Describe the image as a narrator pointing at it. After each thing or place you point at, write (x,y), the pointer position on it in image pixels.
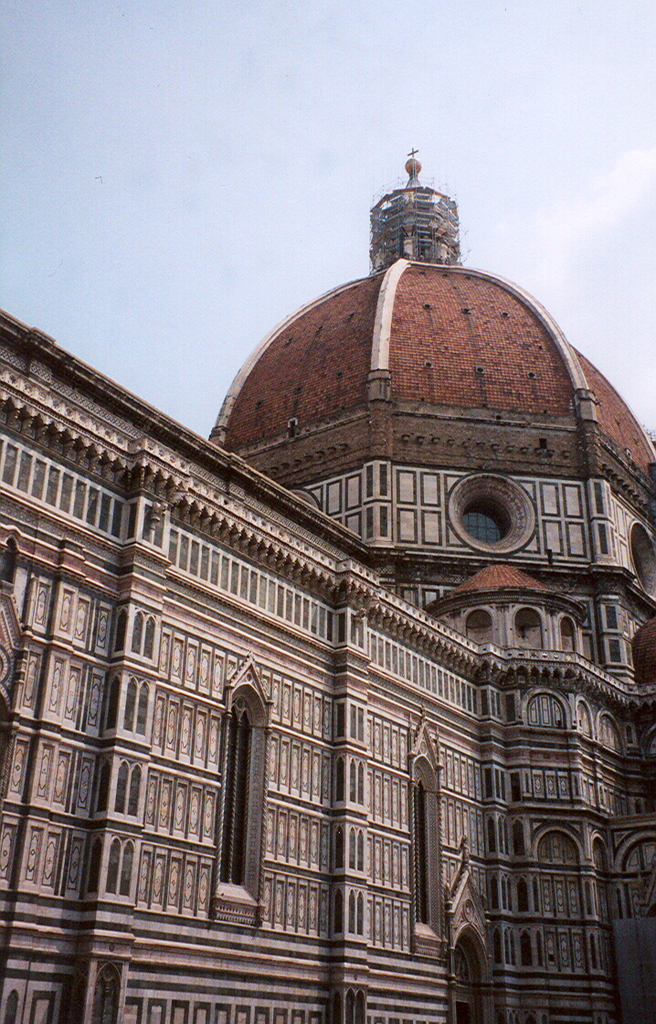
In this image I can see a building (165,595) in the front (322,628) and in the background (234,217) I can see the sky (177,161).
